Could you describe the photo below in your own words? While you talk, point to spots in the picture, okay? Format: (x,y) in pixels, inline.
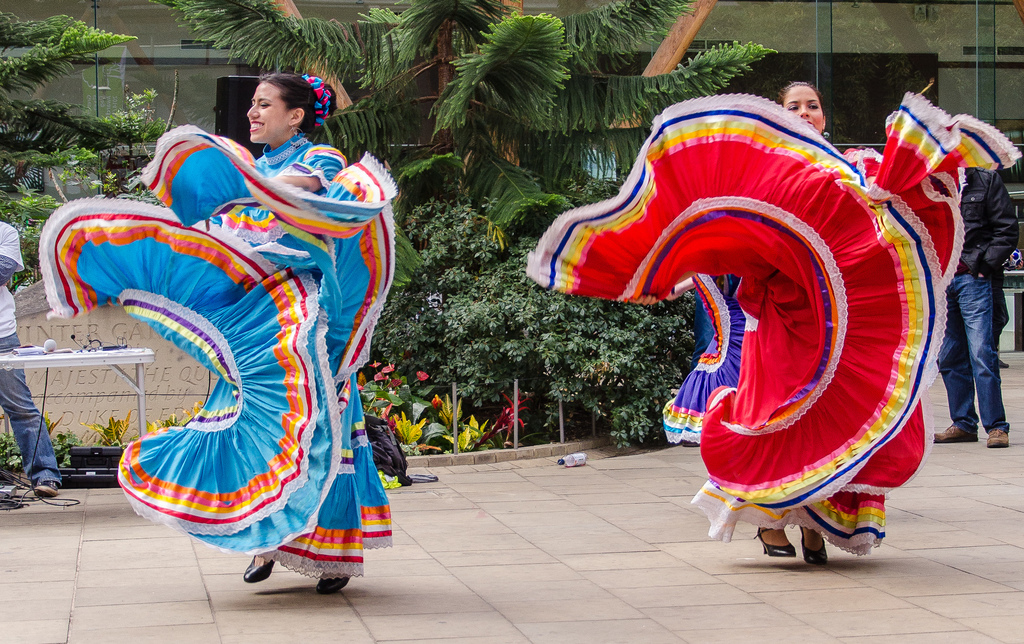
In this image in front (919,358) there are people (943,221) dancing on the floor (742,589). Beside them there are few other people (953,407). On the left side of the image (10,382) there is a person (17,257) standing in front of the table (56,359). On top of it there are few objects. In the background of the image (428,398) there are plants (468,372), trees (487,122) and a glass building (929,44).
